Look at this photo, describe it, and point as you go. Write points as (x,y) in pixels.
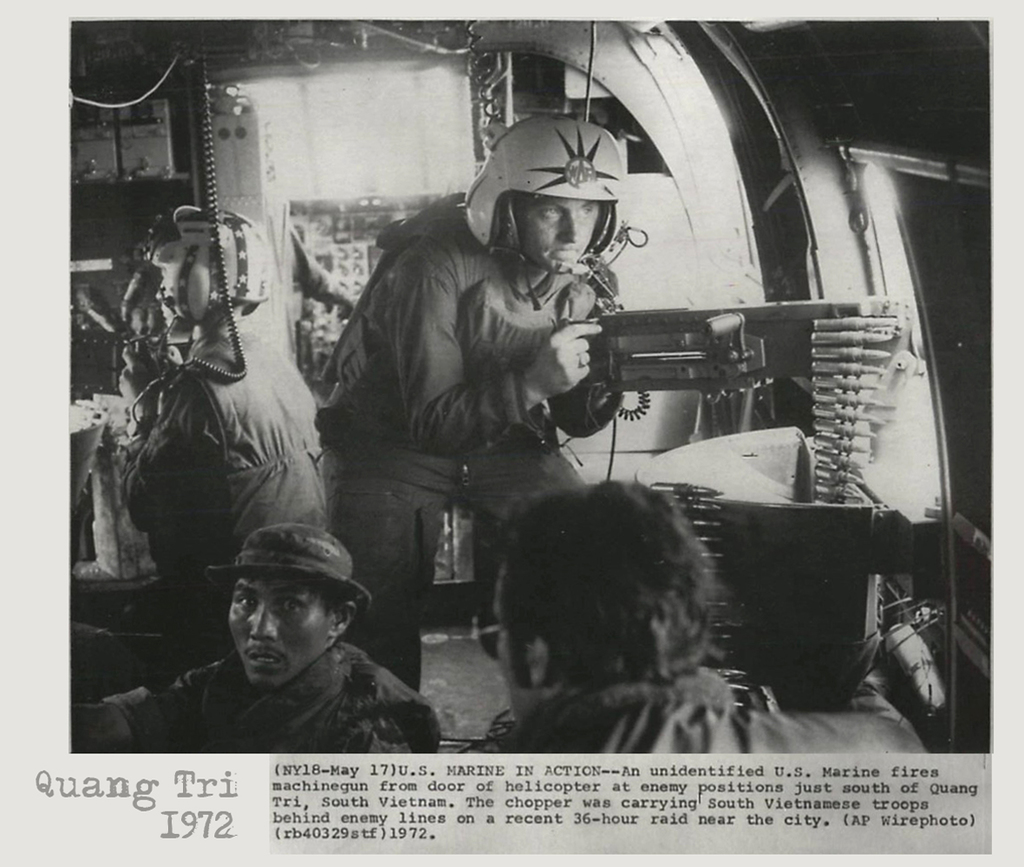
In this image there is an article (442,528). I can see people (511,332), helmets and objects (828,451). Something is written on the article (392,757).
